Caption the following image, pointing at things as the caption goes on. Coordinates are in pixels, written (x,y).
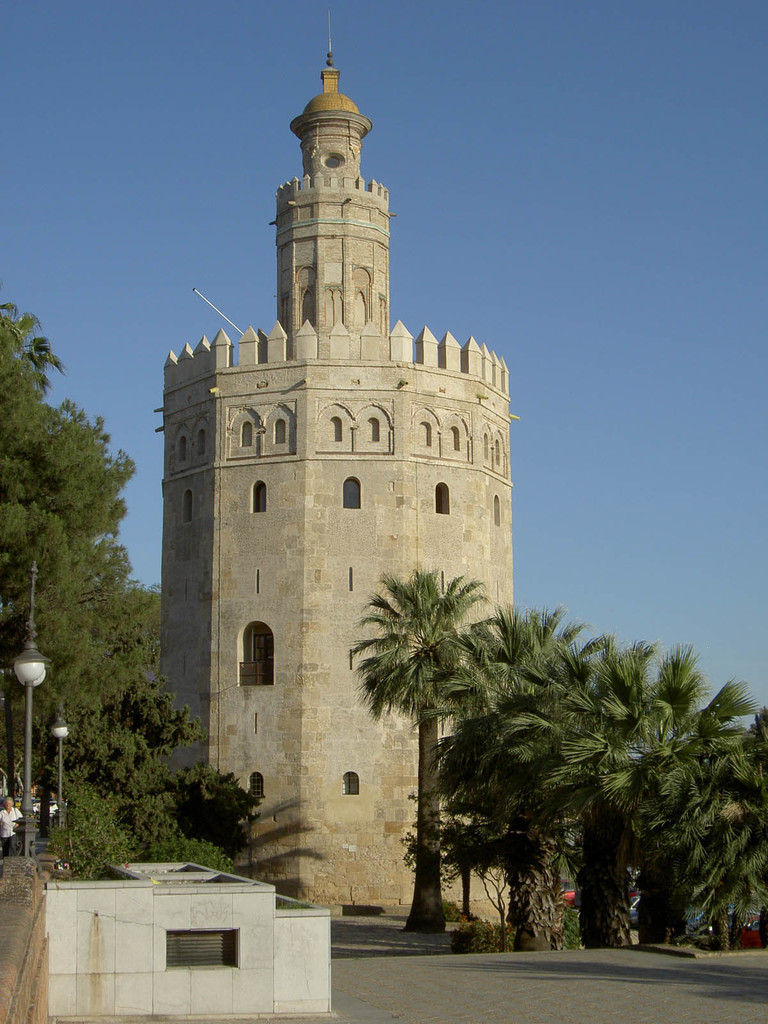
This picture shows a monument (294,526) and we see trees (422,714) and couple of pole lights (29,630) and we see a man (17,811) walking and we see few cars (573,887) parked and a blue sky (463,245).
